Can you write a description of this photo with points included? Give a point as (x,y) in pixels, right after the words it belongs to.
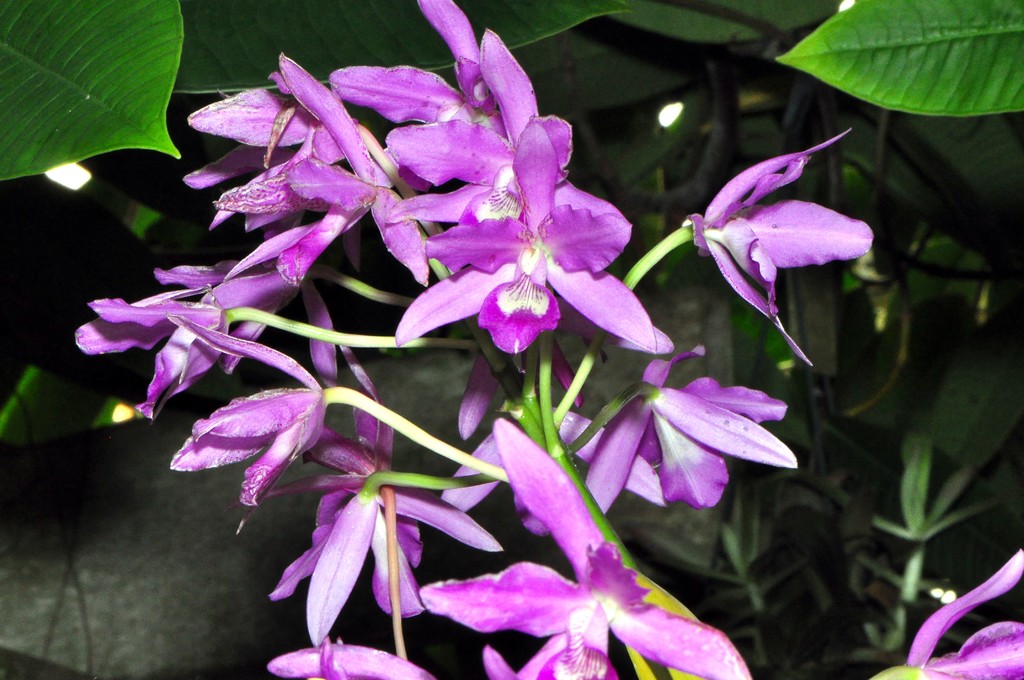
In this picture there are purple color flowers (594,675) on the green plants (852,27).
